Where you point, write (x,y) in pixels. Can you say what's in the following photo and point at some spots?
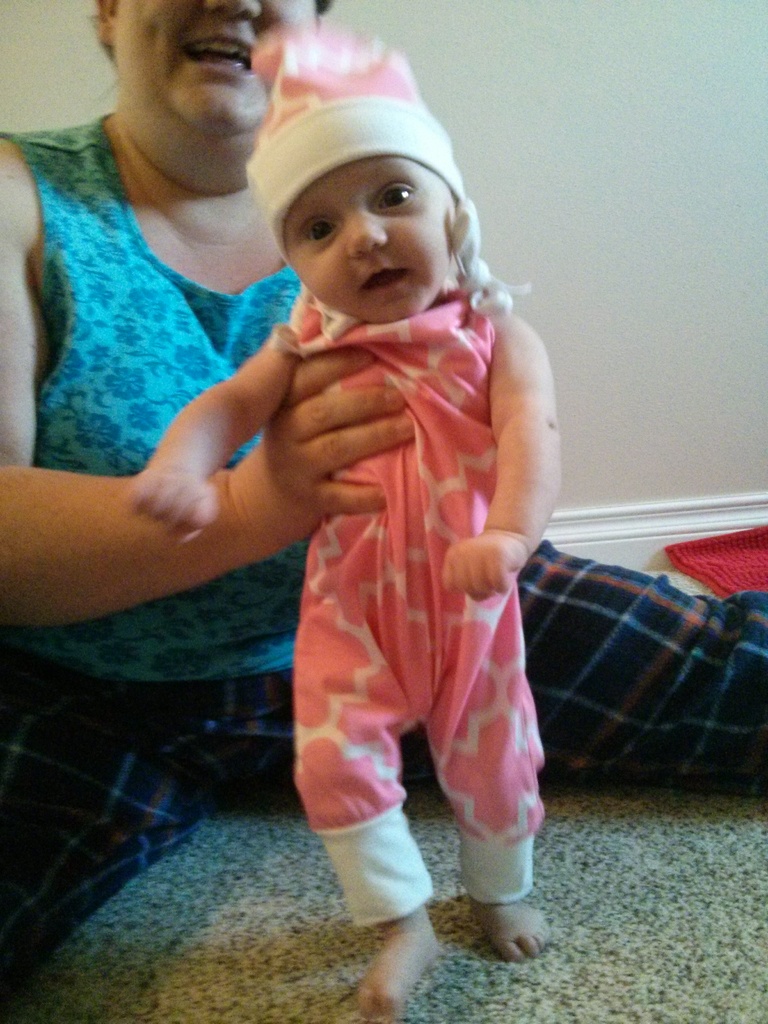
In the picture there is a woman (139,421), she is holding a baby (401,467) with her hands (376,416) and in the background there is a wall (560,214).
